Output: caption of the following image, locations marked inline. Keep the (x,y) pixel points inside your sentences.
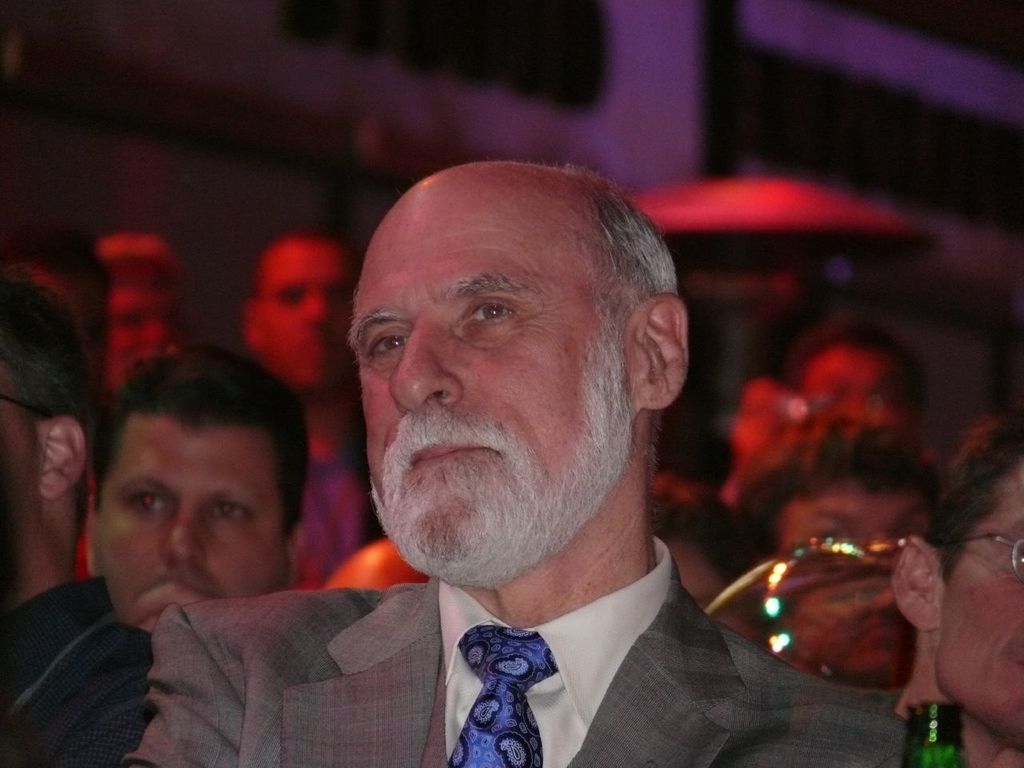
In this image there are a group of people (742,504) who are sitting, and in the background (721,209) there is a building (417,148) and some lights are there.
